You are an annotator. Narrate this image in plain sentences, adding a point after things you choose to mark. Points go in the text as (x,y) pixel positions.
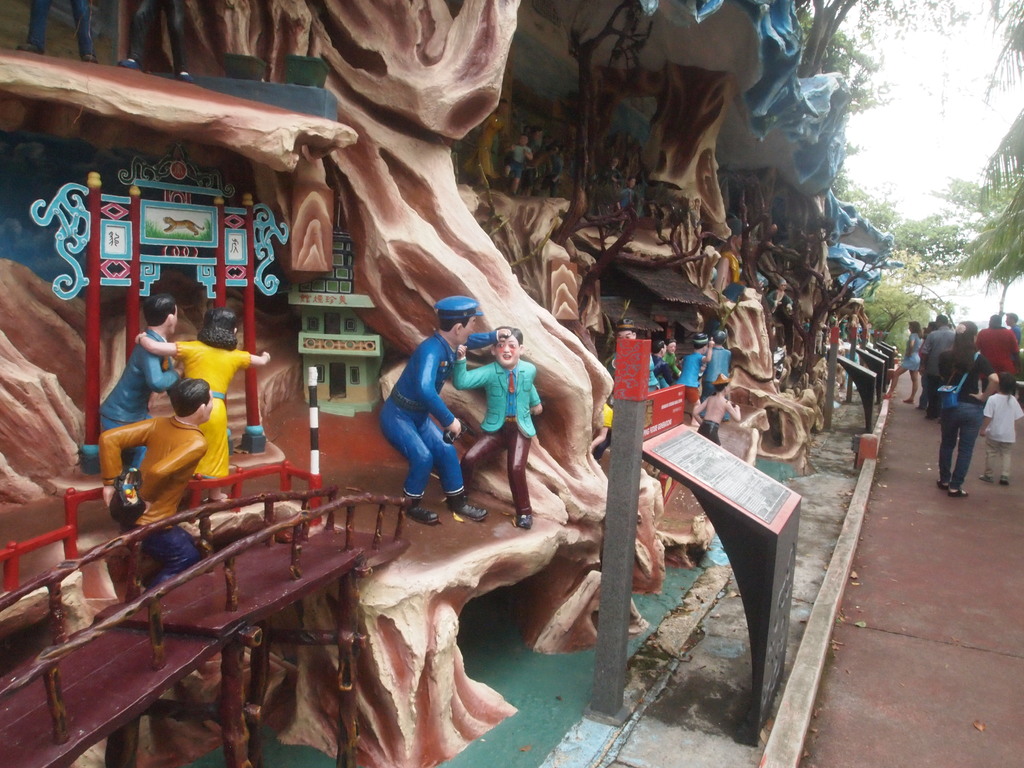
In this image I can see few persons statues (399,413) in multi color and I can also see few people (971,418) walking. In the background (981,278) I can see few trees (885,294) in green color and the sky (917,66) is in white color.
